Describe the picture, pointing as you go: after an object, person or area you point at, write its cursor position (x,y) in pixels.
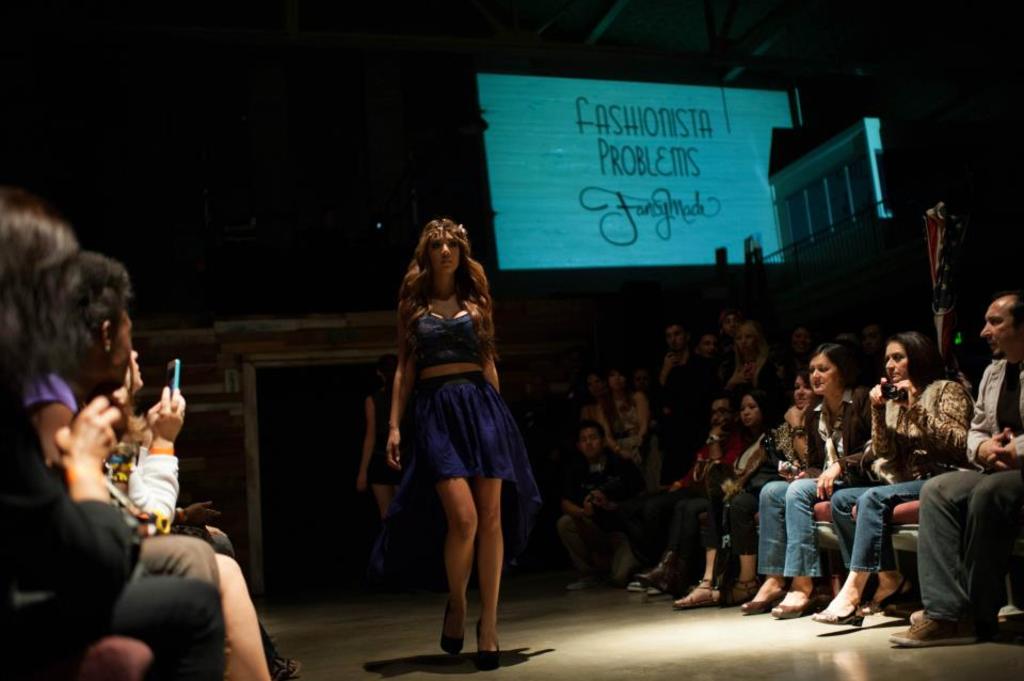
In the center of the image (451,347) there are people (461,520) walking on the floor (576,622). On both right and left side of the image (117,473) there are people (80,309) sitting on the chairs (831,529). On the right side of the image (731,136) there is a screen (678,209).
